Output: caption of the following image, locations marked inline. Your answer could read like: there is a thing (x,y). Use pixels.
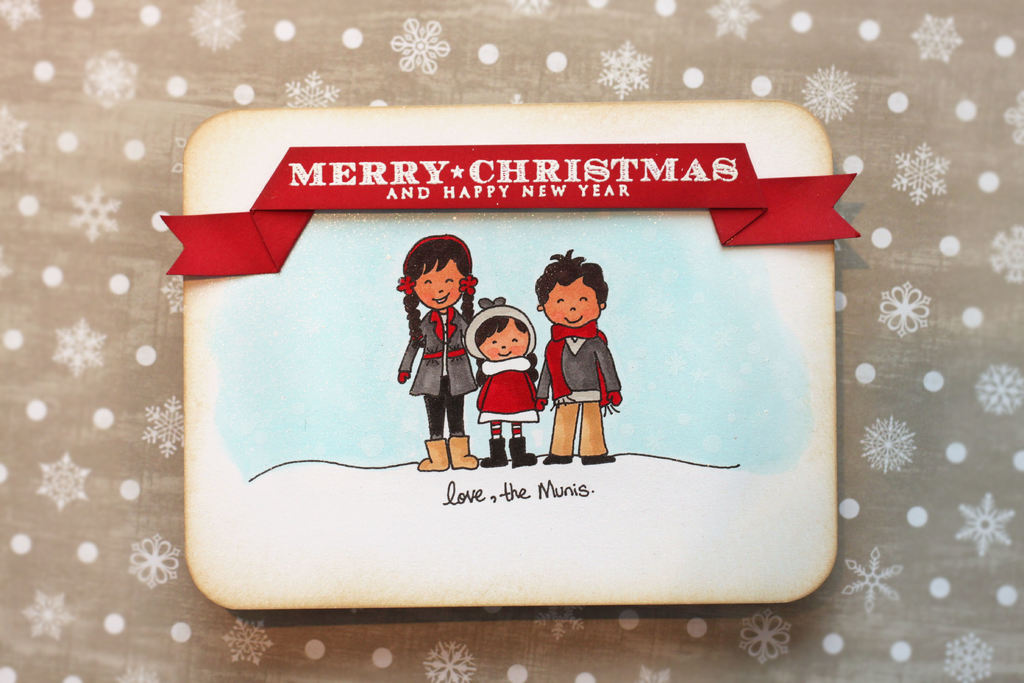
In this image we can see a card (374,524) with some text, and images (562,336) on it, on that card (317,251), we can see a ribbon (424,178) with some text (311,175), those are on the cloth (80,344).
